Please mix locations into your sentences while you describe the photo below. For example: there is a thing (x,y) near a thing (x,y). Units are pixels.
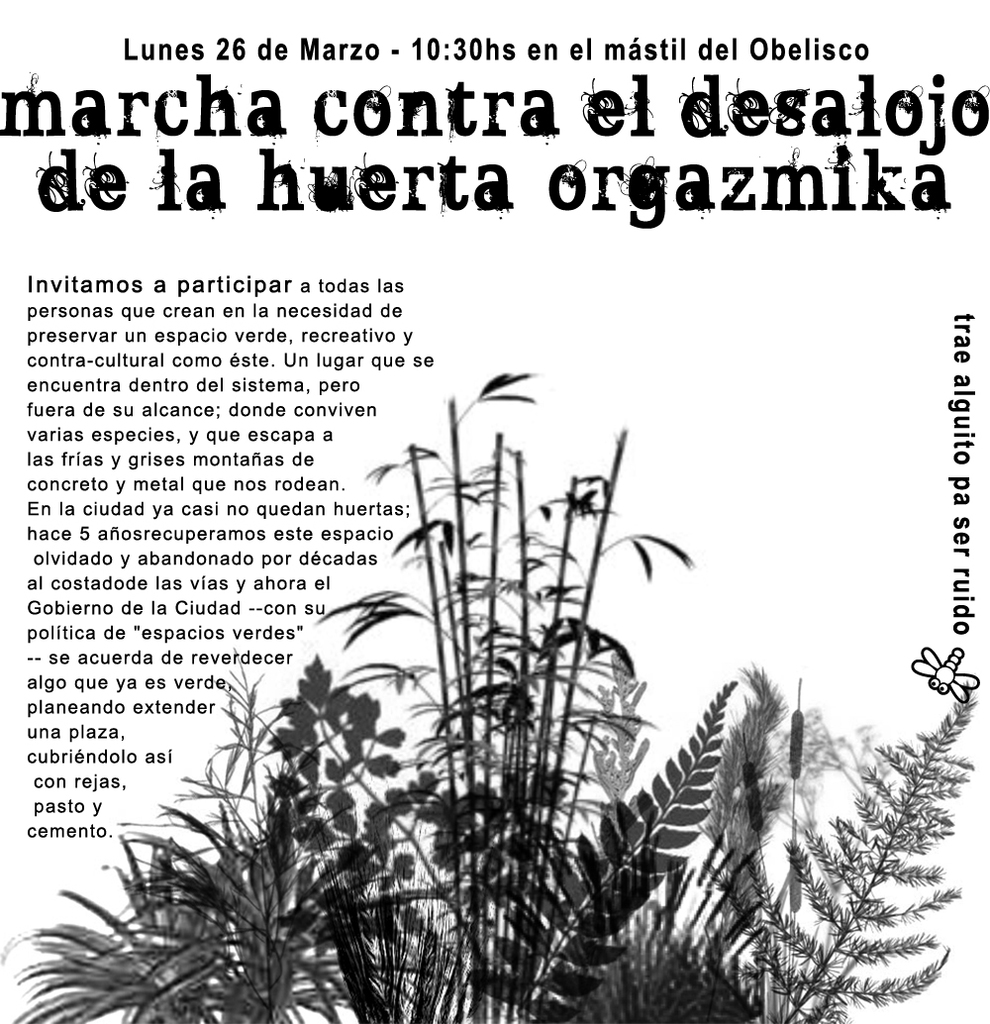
In this image I see number of words (289,177) and numbers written and I see the depiction of plants (494,806) and an insect (936,682) over here and I see that it is white in the background (723,248).
